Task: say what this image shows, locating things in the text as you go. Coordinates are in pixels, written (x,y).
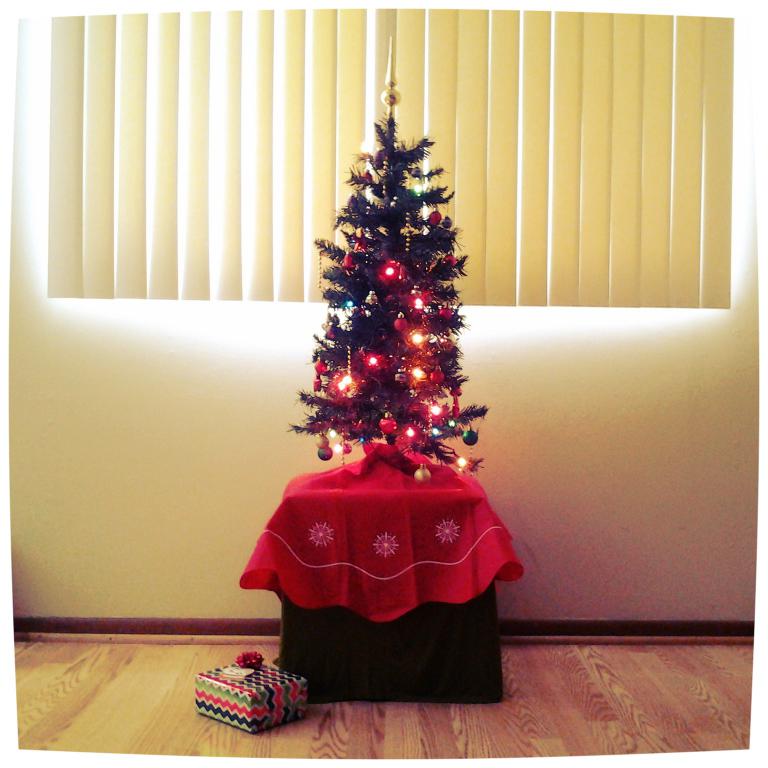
This picture seems to be clicked inside the room (302,725). In the center (399,306) we can see some objects (468,641) placed on the ground (616,673) and we can see a red color cloth (356,492), Christmas tree (375,353), decoration lights (413,333) and some decoration items (406,240). In the background (510,383) we can see the wall (715,413) and the window blind (688,142).
